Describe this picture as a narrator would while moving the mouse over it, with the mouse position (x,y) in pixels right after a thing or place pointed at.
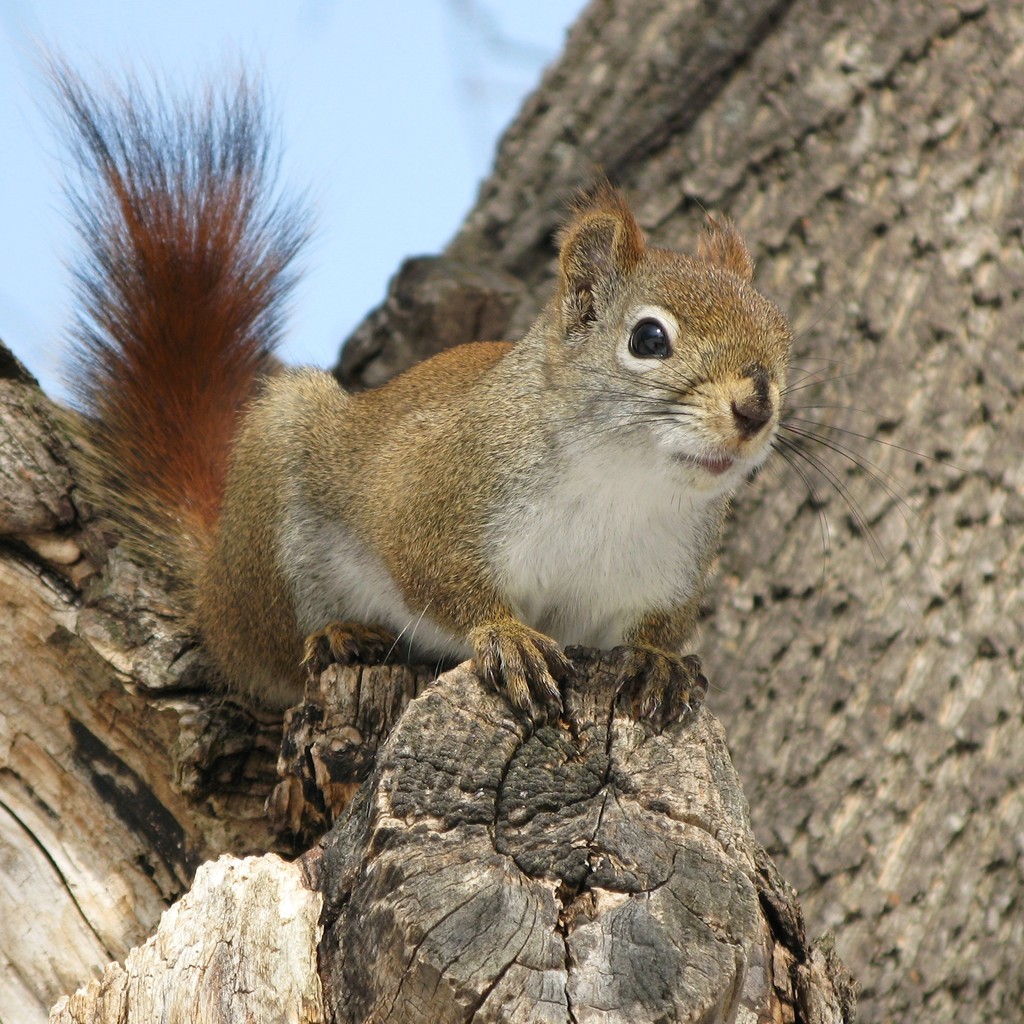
In the center of the image (465,439) a red squirrel (465,439) is present on the wooden trunk (268,898). At the top of the image (397,79) sky (419,75) is there.
